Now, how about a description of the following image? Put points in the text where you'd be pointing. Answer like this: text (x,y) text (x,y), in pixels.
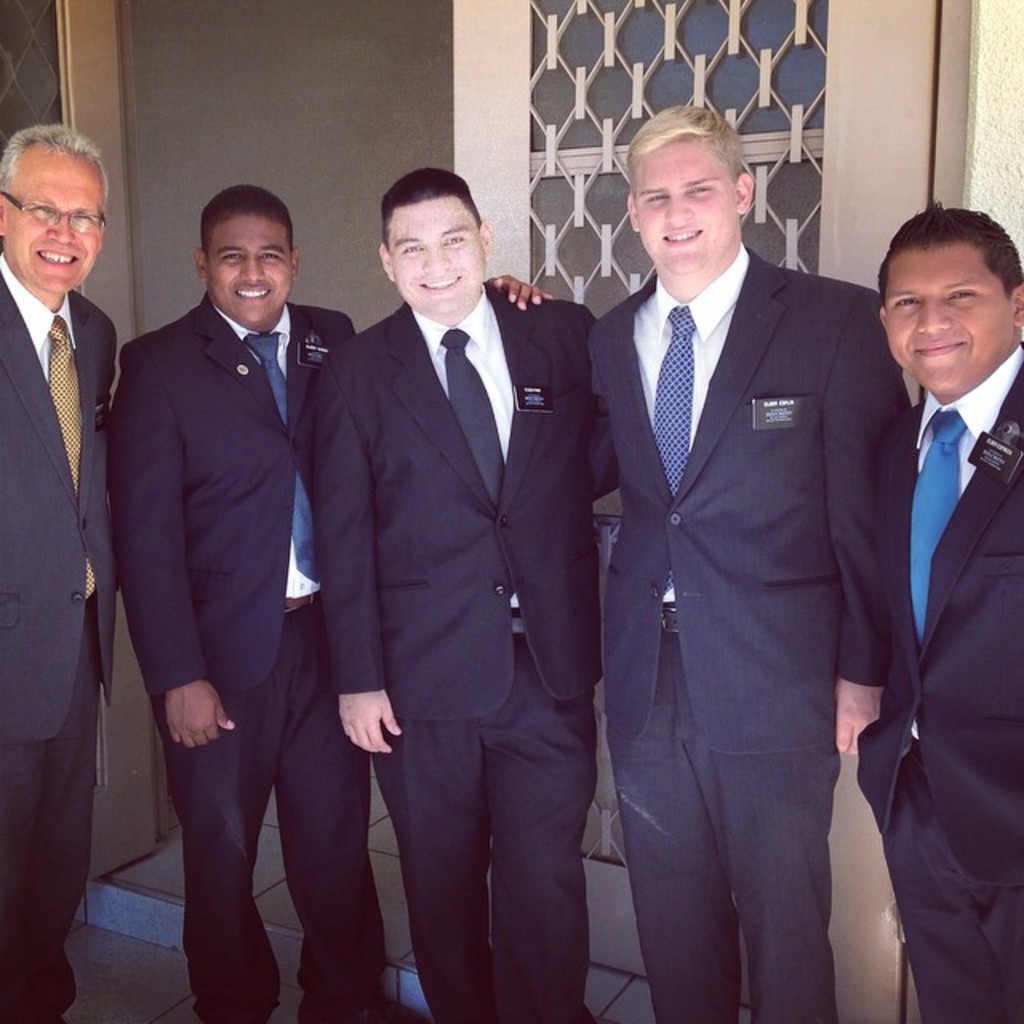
In this image I can see few men (413,565) are standing in the front (275,515) and I can see all of them are wearing formal dress (364,636). I can also see smile (446,278) on their faces (423,311) and on the left side (100,167) I can see one of them is wearing specs (74,213).
